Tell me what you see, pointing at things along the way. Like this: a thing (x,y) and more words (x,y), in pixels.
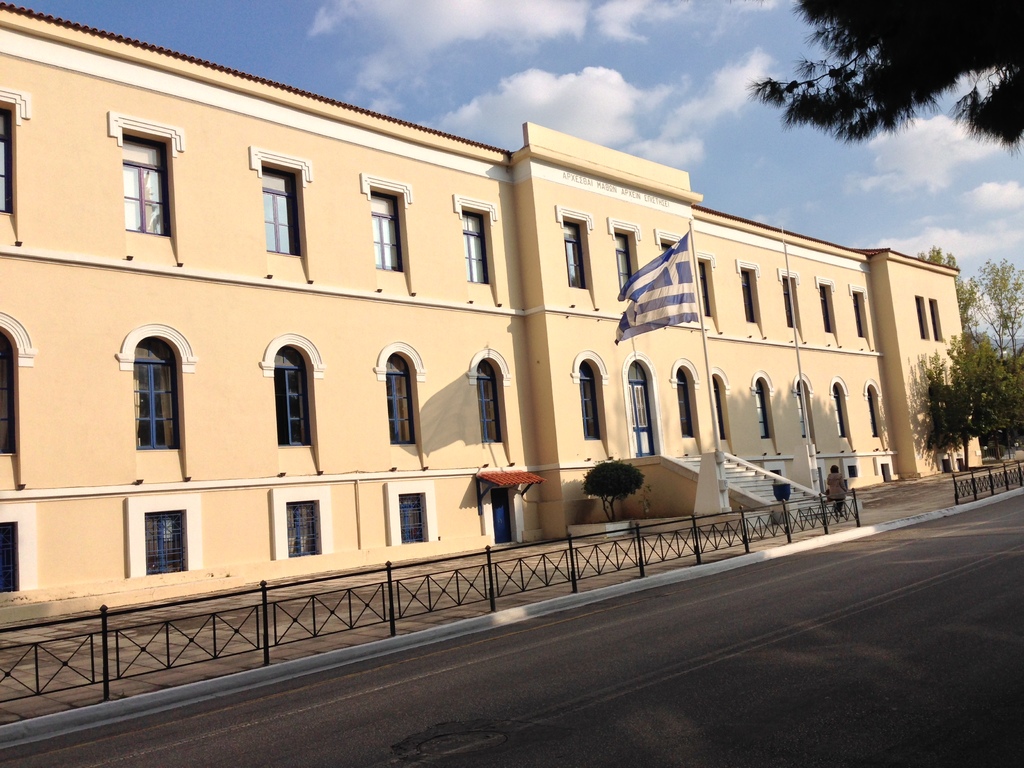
In this picture we can observe a cream color building (399,353). In front of the building (715,293) there is a flag (663,300). We can observe two poles (715,454) here. There is one person (829,483) near the stairs (755,476). We can observe a black color railing (383,620) and a road (613,657). In the background (977,289) there are some trees (972,388) and a sky (566,92) with some clouds (528,100).
